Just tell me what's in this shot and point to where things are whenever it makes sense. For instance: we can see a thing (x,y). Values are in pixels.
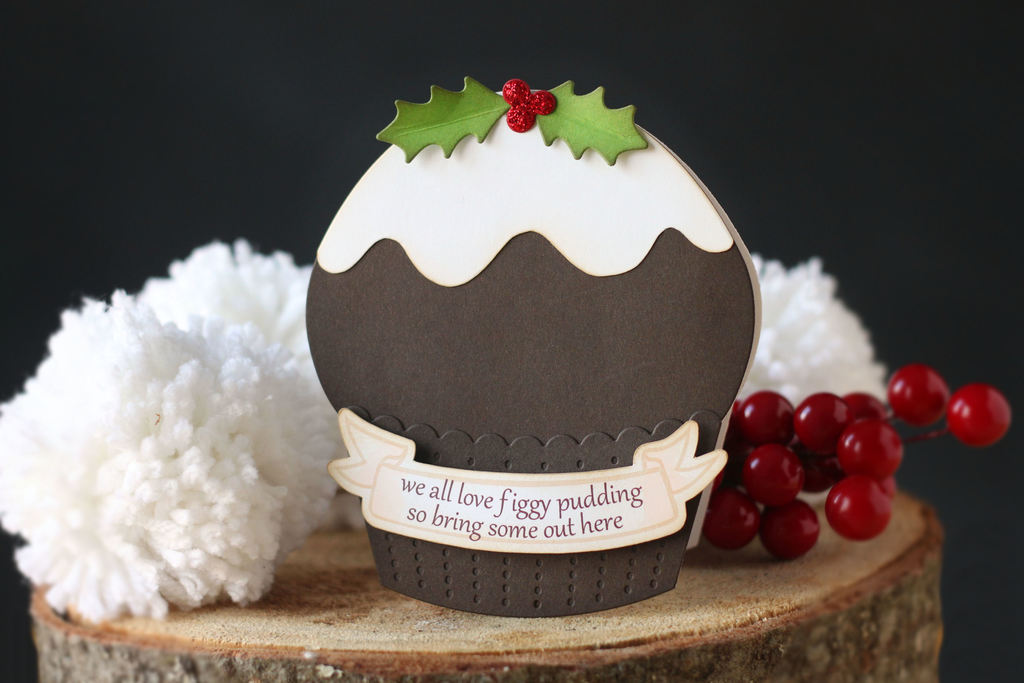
We can see fruits (773,479), board (553,409) and objects (55,561) on the wooden surface (273,649). In the background (766,91) it is dark.
